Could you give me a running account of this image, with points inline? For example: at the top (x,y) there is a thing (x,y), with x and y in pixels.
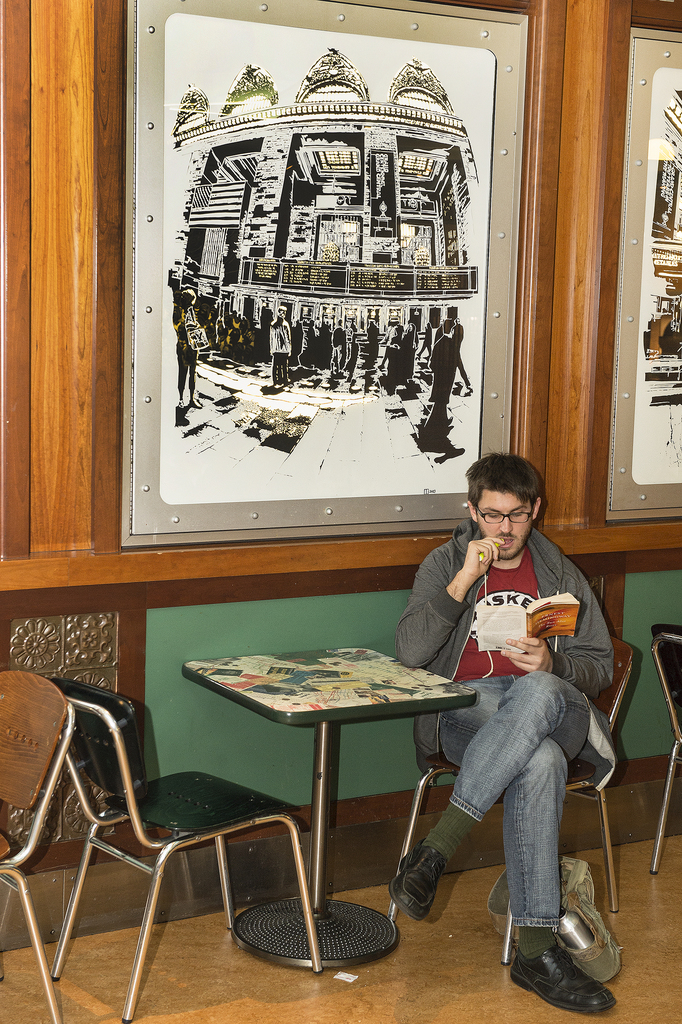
In this image there is a person (556,739) sitting on the chair (608,698) reading the book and at the top of the book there is a painting (355,322) attached to the wall (25,603).
